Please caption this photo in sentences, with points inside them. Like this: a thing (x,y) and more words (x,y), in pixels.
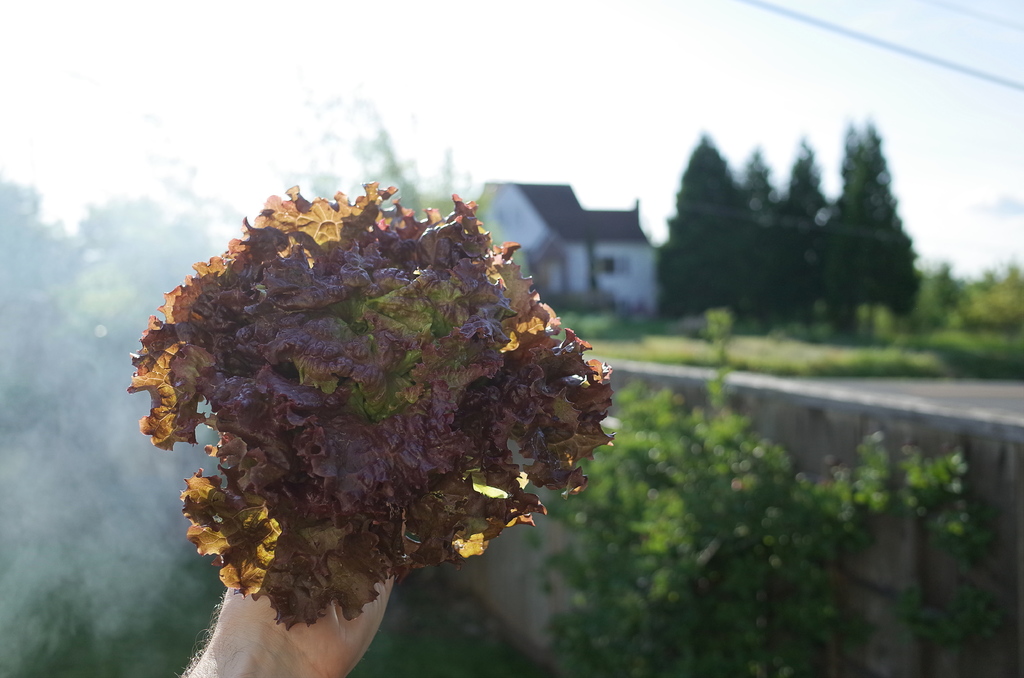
At the bottom of the image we can see a hand (329,648), in the hand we can see some leaves (216,409). Behind the hand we can see some plants (743,492), wall (958,422), trees (755,167) and house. At the top of the image (666,136) we can see the sky (441,136).
